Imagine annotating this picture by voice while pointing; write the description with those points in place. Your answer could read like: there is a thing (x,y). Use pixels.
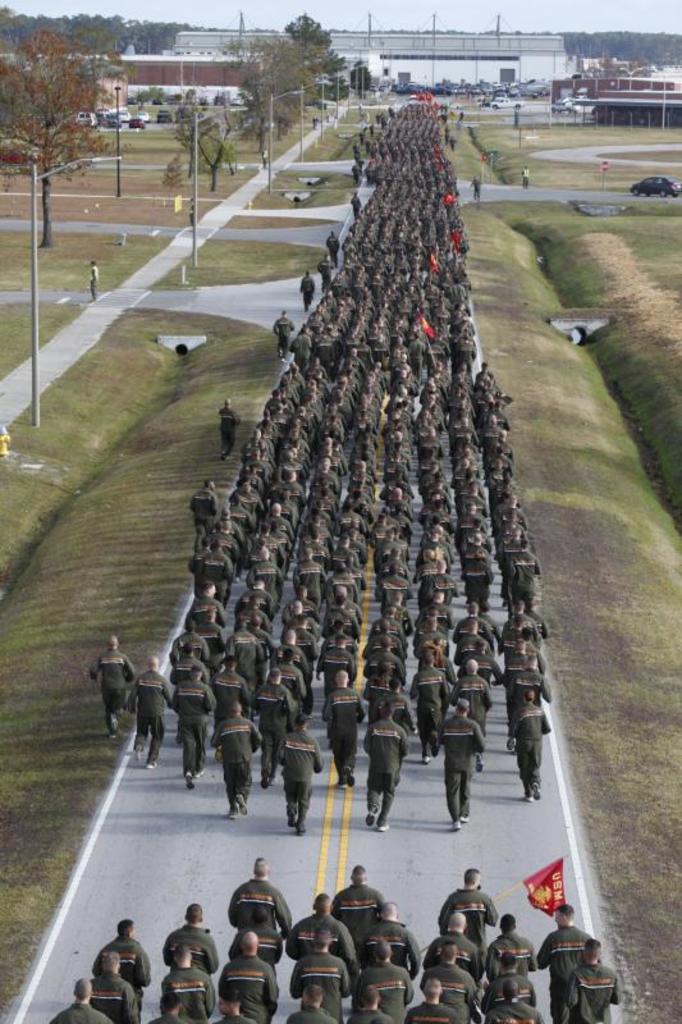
In the foreground of this image (404,991), there are persons (433,574) walking on the road (412,924). On the right (584,464), there's grass (583,229) on the ground (635,288), a vehicle (656,193), sign board (604,177) and a building (577,95). On the left (92,394), there are roads (208,227), few poles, trees (263,87), grass (155,381) and few buildings (131,93). In the background (406,66), there is a building (363,59), trees (571,42) and the sky (554,10).
